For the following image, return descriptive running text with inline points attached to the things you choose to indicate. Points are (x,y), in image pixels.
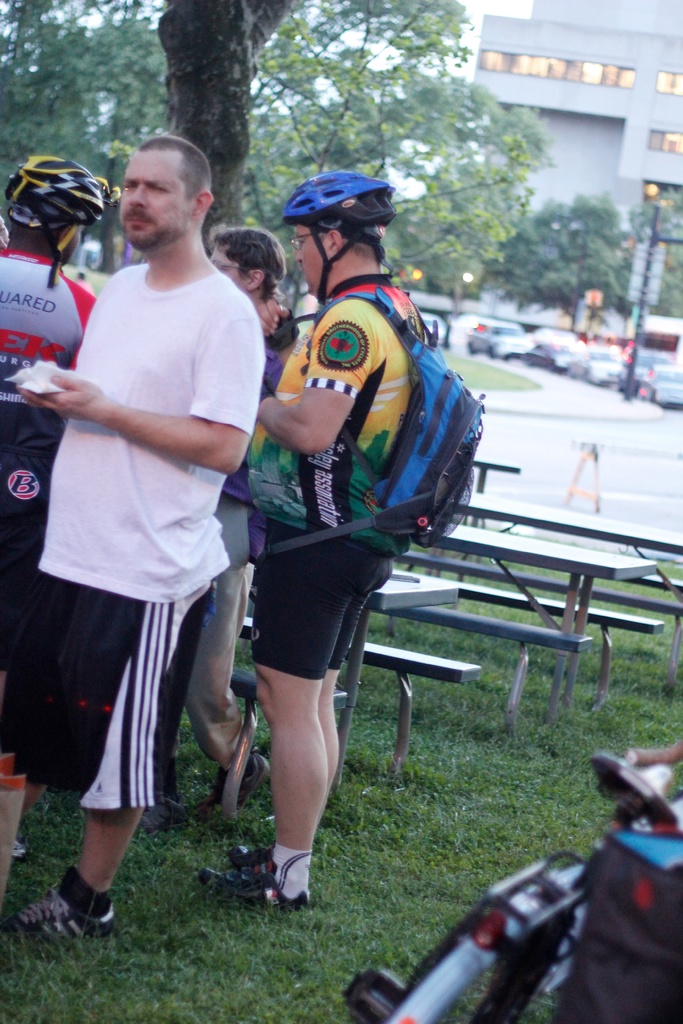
In this picture there is a man (100,487) who is wearing t-shirt (186,518), shorts (73,707) and shoes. He is standing on the grass (247,825). Besides him there are two persons (296,365) wearing helmets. They are standing near to the table (358,628) and benches (535,641). In the background (668,385) I can see many cars (547,364) on the road (666,414). Beside that I can see street lights (638,344). On the left (76,118) I can many trees (343,166). In the background (565,124) there is a building (609,66). At the top (455,0) there is a sky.
